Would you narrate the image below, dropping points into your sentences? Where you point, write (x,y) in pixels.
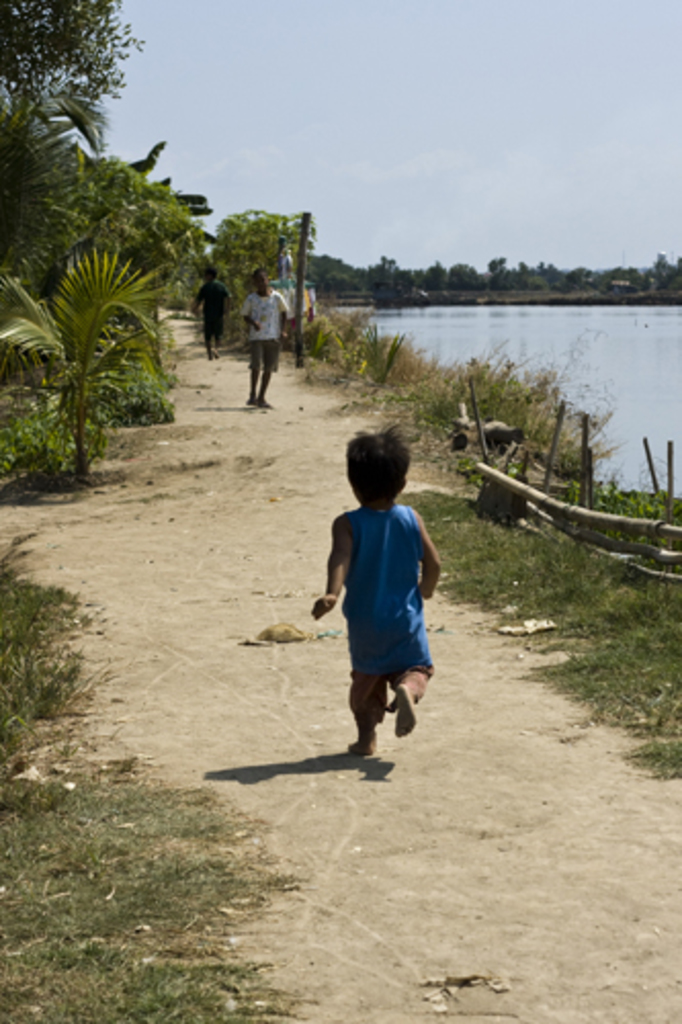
In this picture we can see a boy (397,612) in the blue t shirt (386,604) is running on the path (323,420) and in front of the boy (380,531) there are two people (215,331) on the path (240,353) and on the left side of the people (253,313) there are trees (5,66). On the right side of the people (255,305) there is water (577,347) and a sky (359,126).
